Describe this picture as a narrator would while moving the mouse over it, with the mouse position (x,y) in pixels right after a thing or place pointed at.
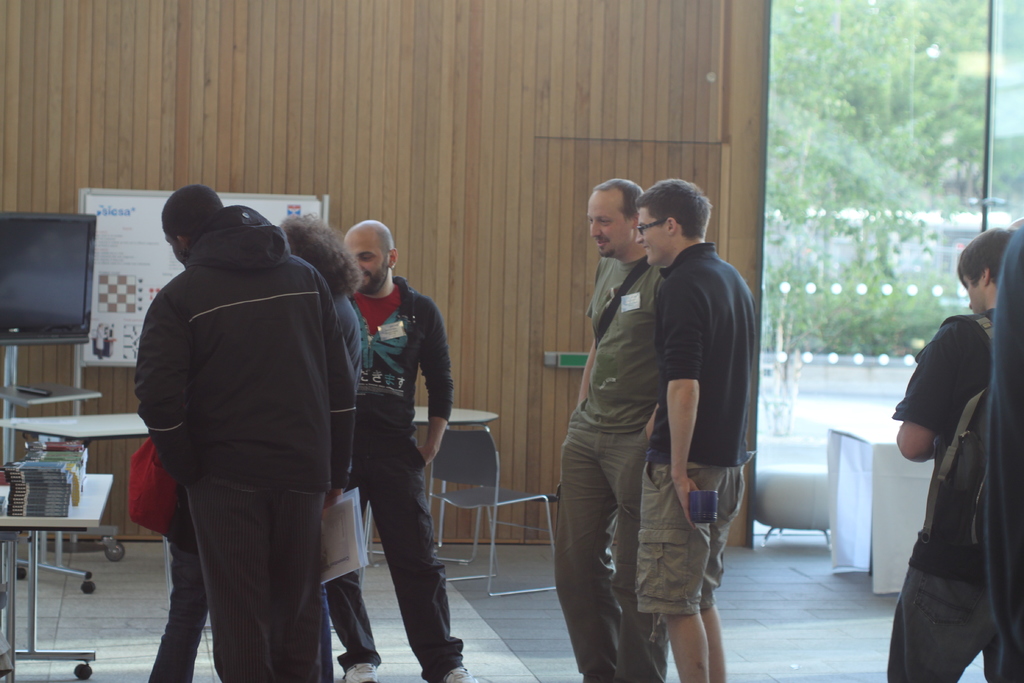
In the foreground of this image (359,518), there are persons (1012,574) standing on the floor (485,665). On the left (63,497), there are books (64,483) on a table (98,508). In the background (92,426), there are tables (79,426), chairs (533,495), a Television (61,326), a board (131,220) on a wooden wall (368,156) and on the right (905,182), through the glass (902,174), there are trees (907,161).
